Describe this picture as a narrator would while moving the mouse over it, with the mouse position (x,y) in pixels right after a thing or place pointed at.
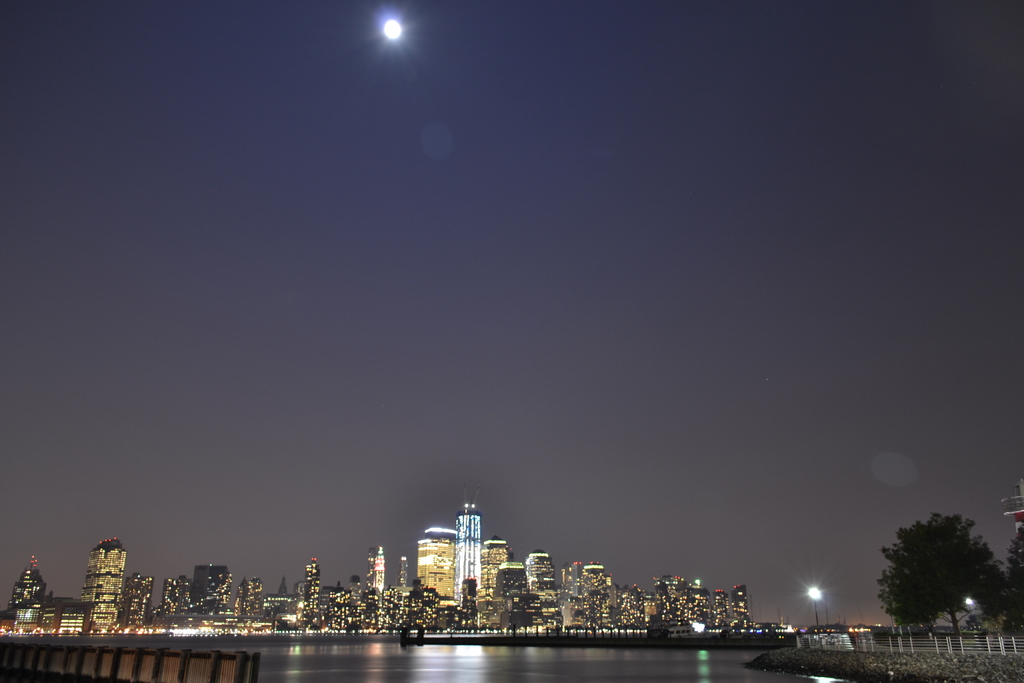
In this picture we can see fences (862,644), water (580,664), buildings (15,601), trees (966,578), lights (879,625) and some objects (879,658) and in the background (360,166) we can see the sky (470,364).
